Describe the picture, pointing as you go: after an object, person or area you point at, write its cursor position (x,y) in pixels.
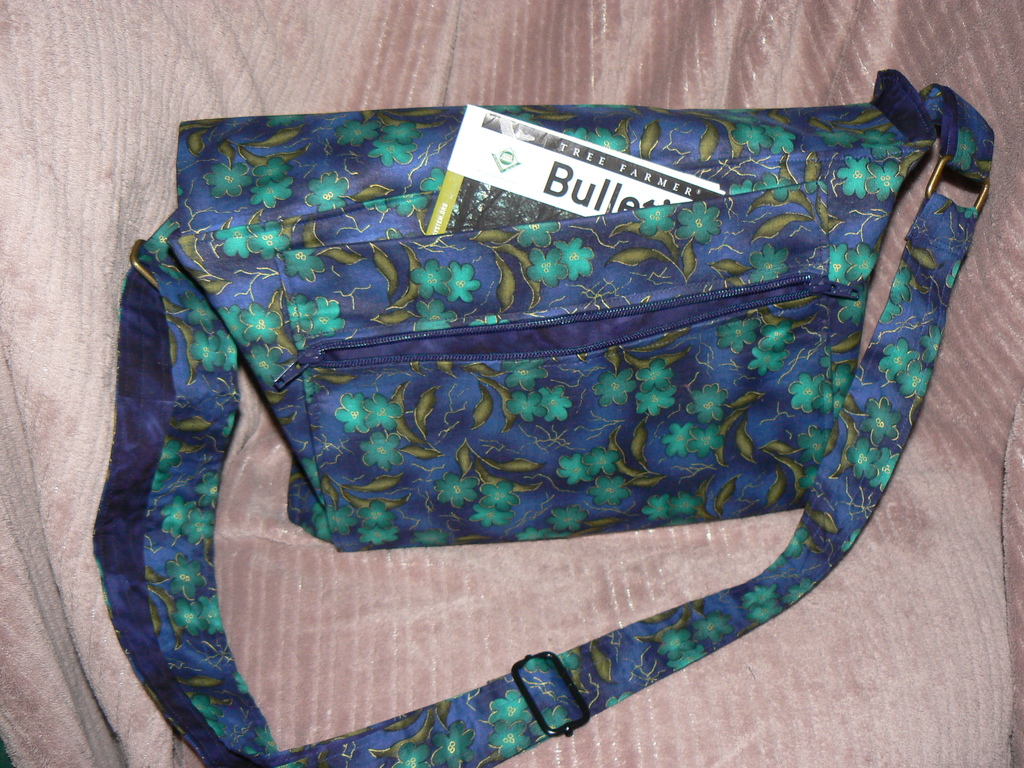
This is a blue handbag (551,374) with green flowers design (536,406) on it and the background (510,61) is pink in color.
